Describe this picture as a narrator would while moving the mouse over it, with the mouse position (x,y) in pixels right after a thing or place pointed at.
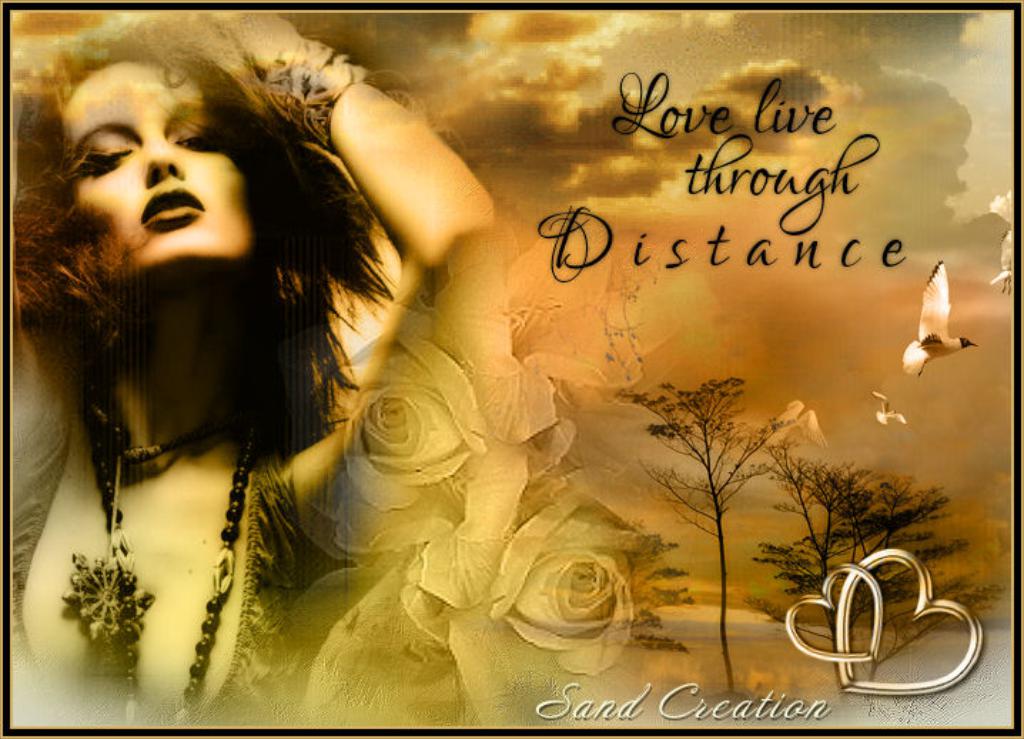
On the left side of the image (105,246) we can see a woman (263,307) wearing a dress (277,615) and chains (103,580). Here we can see rose flowers (365,512), we can see trees (872,477), birds (782,410) flying in the sky (905,386) and the clouds (679,24) in the background (586,75). Here we can see some edited text (855,141).
